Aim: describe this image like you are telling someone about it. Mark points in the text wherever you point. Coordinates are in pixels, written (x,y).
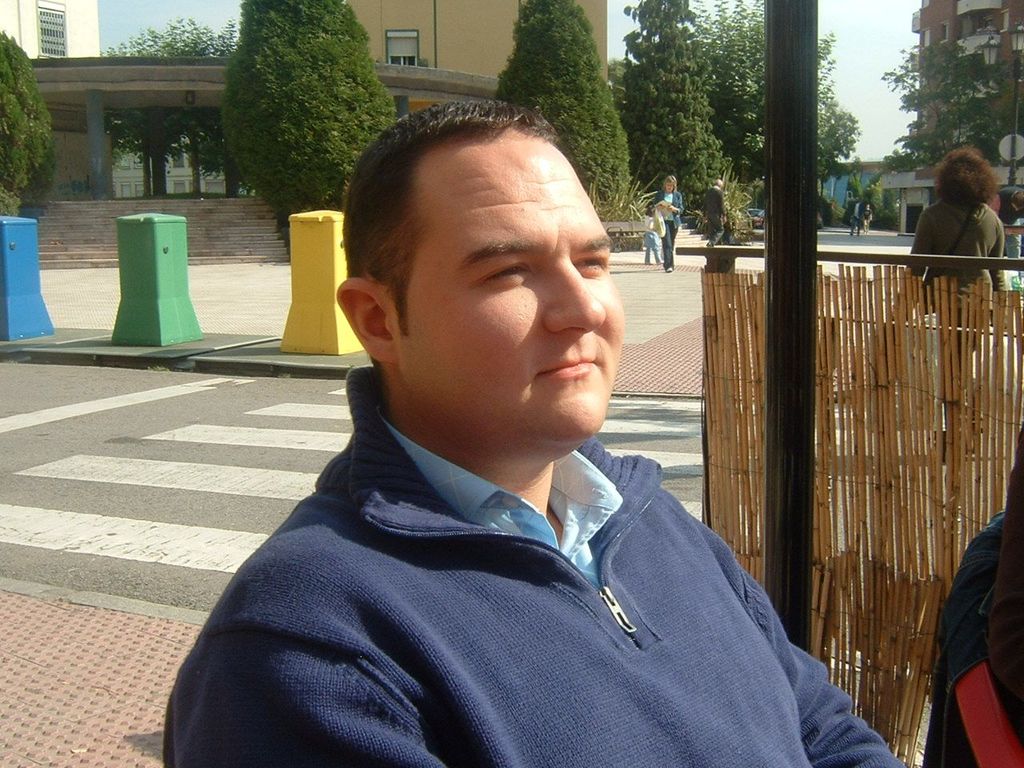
In this image in the center (572,410) there is a man (541,566) smiling. On the right side (891,431) there is a fence (882,424) and there is a black colour pole (798,325) and there are persons (934,228). In the background (684,142) there are trees (602,135), buildings (230,60), and the sky (875,44) is clear. On the left side (178,434) on the road (183,499) there is a zebra crossing (226,493) and there are three boxes (135,289) which are blue, green, and yellow in colour.
